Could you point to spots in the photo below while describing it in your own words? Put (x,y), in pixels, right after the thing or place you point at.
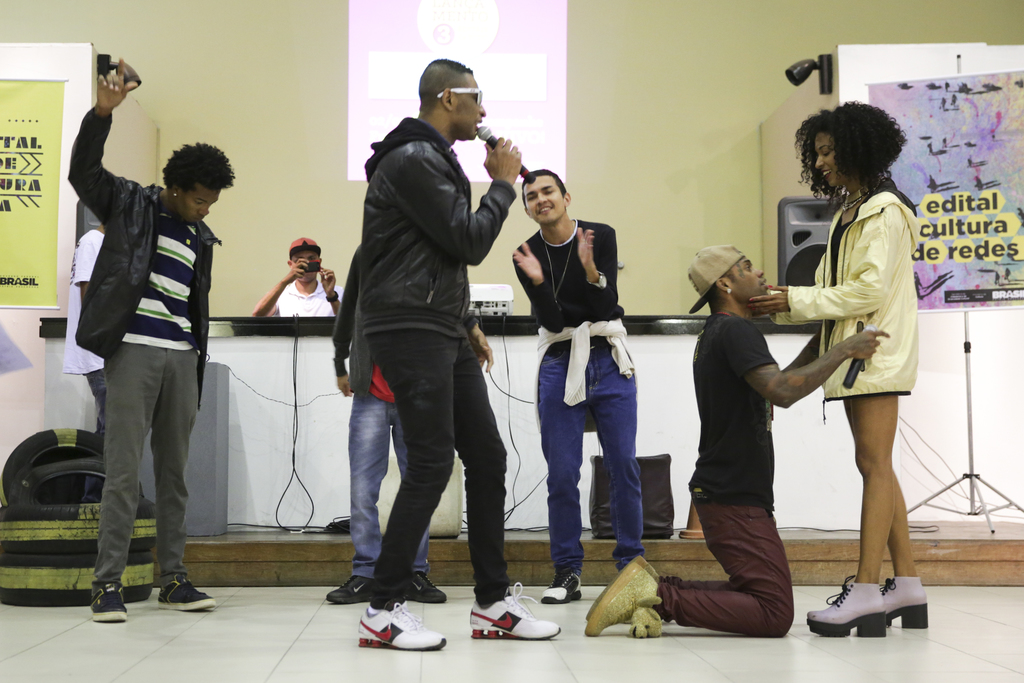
In the background (551,161) we can see a projector screen (535,74) on the wall (682,66) and few objects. In this picture we can see a man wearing a cap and holding an object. We can see a platform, projector device (504,309), wires (506,337), tyres (47,561), stand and few objects (1020,165). In this picture we can see the people (548,255). We can see a man (462,428) wearing spectacles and holding a microphone (509,162). On the right side of the picture (876,192) we can see a woman (901,355) standing near to a man (825,355). We can see a man (760,354) in kneel down position on the floor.
